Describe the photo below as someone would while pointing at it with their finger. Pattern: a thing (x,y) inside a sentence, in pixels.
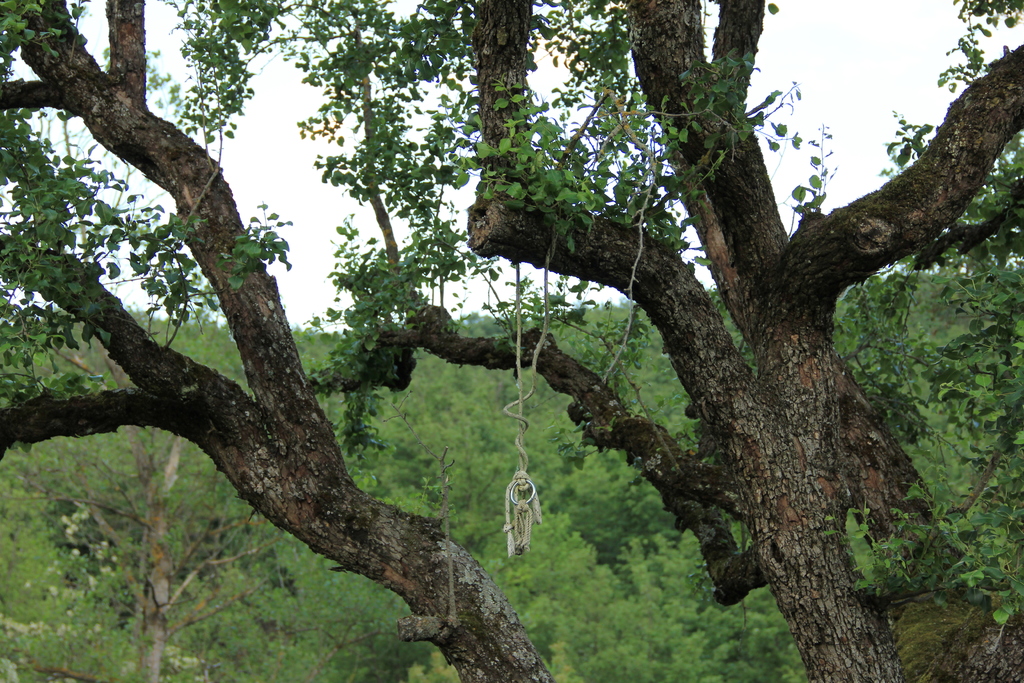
We can see branches (618,278) and leaves (378,50). Background (829,76) we can see trees (604,565) and sky (785,224).
